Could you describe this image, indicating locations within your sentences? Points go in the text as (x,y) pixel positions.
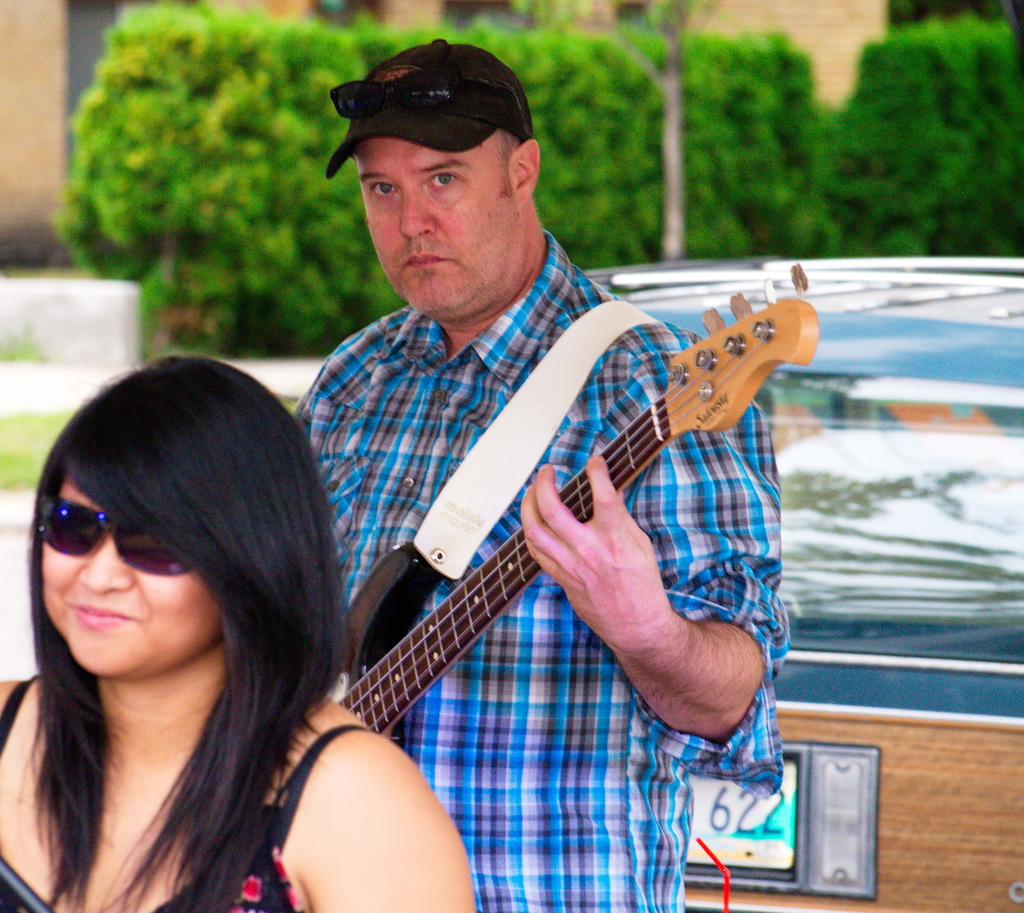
Here we can see a person (526,293) standing and playing the guitar (503,422), and in front (39,785) a woman (121,618) is standing, and at back (782,62) here are the trees (643,78).
